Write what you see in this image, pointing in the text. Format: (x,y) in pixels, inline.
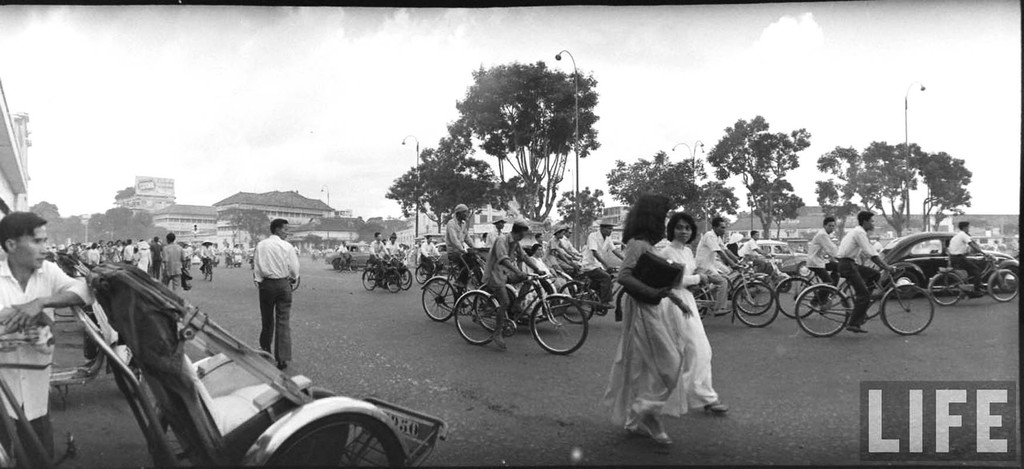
This picture is of outside. On the left (61,296) there is a man (38,289) wearing white color shirt (29,392) and standing and there is a rickshaw (284,410). In the center (662,255) there are two women (677,350) walking on the road (788,396) and there are group of persons (720,245) riding bicycles (836,287). In the background (616,151) we can see the sky (743,42) full of clouds (781,37), trees (886,149), street lights (918,83), poles (577,155), buildings (325,228) and cars (928,247) and group of people (161,245) seems to be walking on the road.
